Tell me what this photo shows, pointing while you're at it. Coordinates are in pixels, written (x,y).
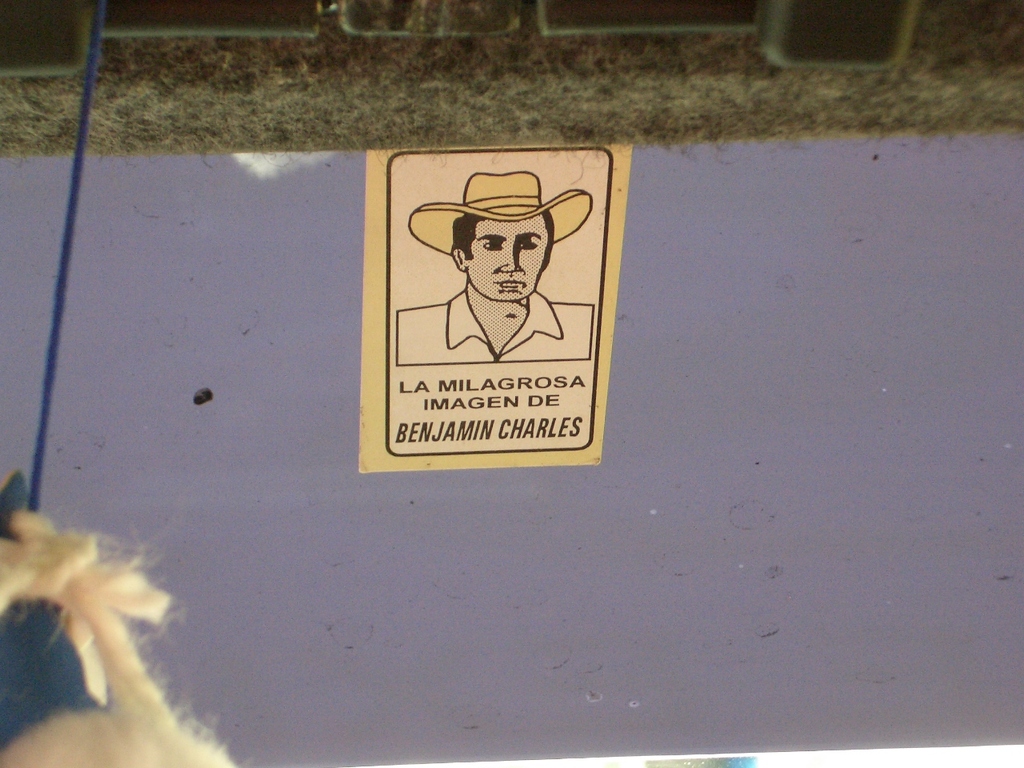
In this picture we can see a poster (388,225) of a man (557,208), rope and in the background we can see carpet (78,85).
